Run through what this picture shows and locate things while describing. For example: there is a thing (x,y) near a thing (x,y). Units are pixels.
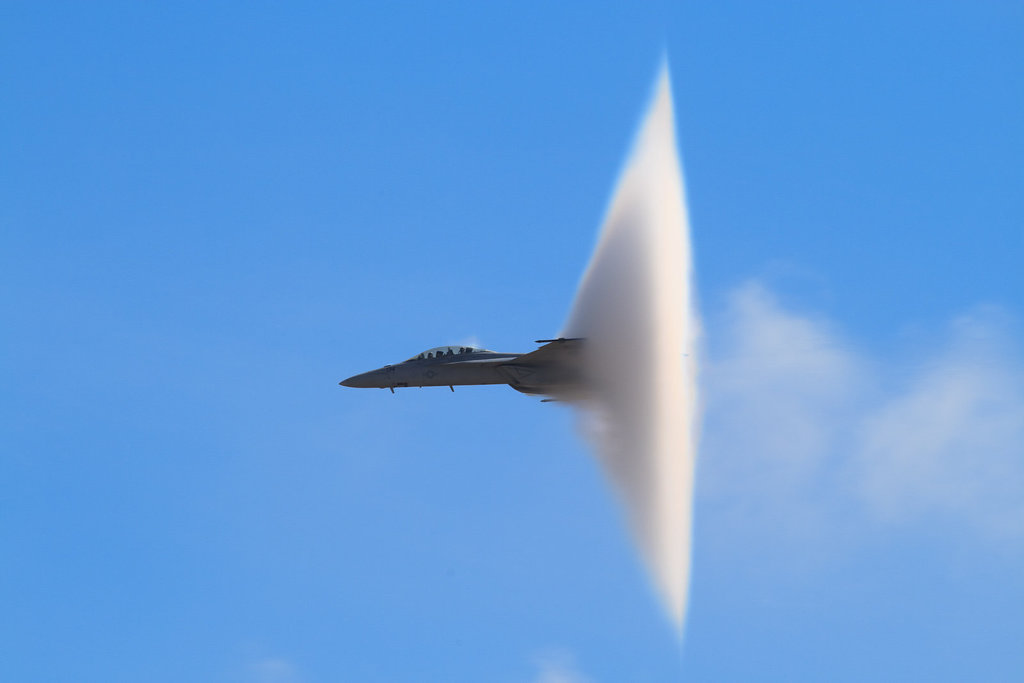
In the image there is a hornet jet (408,370) flying in the sky (538,584).
